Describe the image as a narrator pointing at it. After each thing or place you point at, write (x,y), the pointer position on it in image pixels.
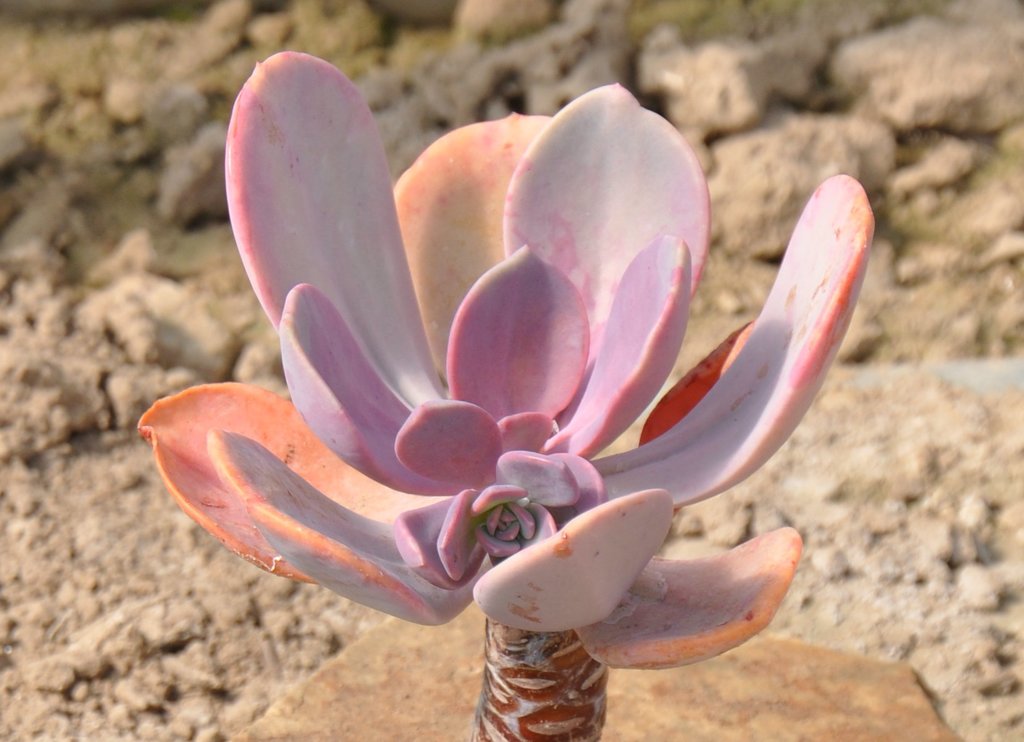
In this image there is a succulent plant (514,600). On the ground (134,341) there is soil (917,188).
